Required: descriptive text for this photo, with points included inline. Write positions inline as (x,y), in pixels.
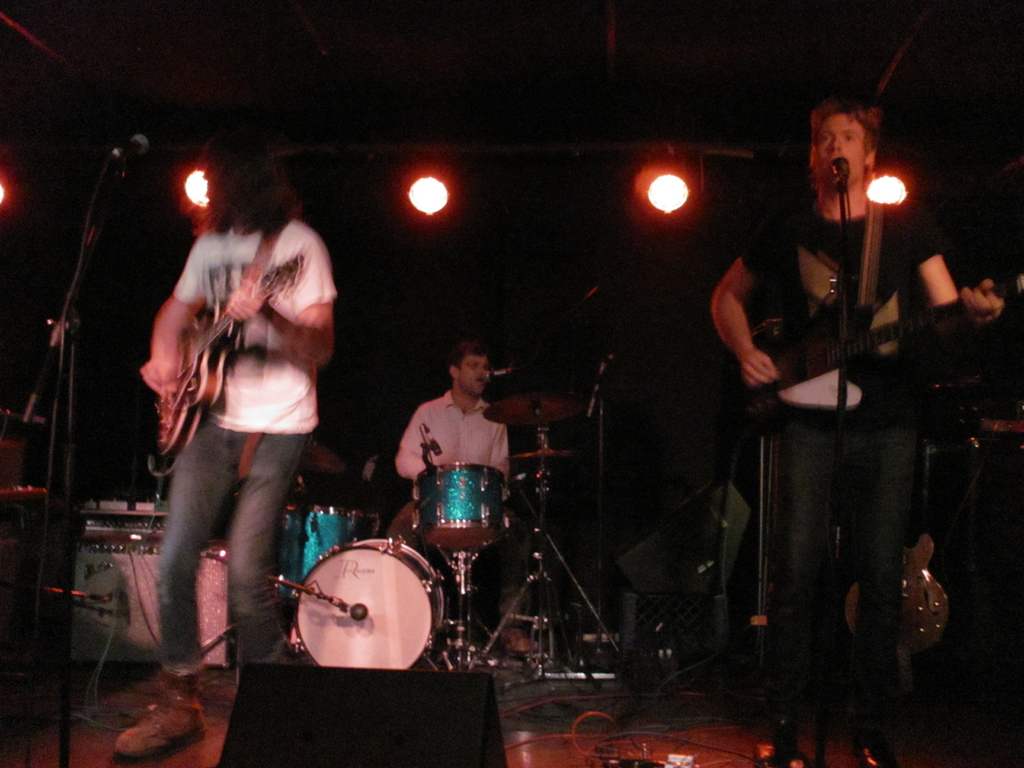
In the given image we can see that, the two persons (761,361) are standing and having guitar (792,344) in their hands (751,380), back of them there is another person (441,426) sitting and having a musical drums (471,507) in front of him. This are the lights (663,212) and microphone (114,151).
